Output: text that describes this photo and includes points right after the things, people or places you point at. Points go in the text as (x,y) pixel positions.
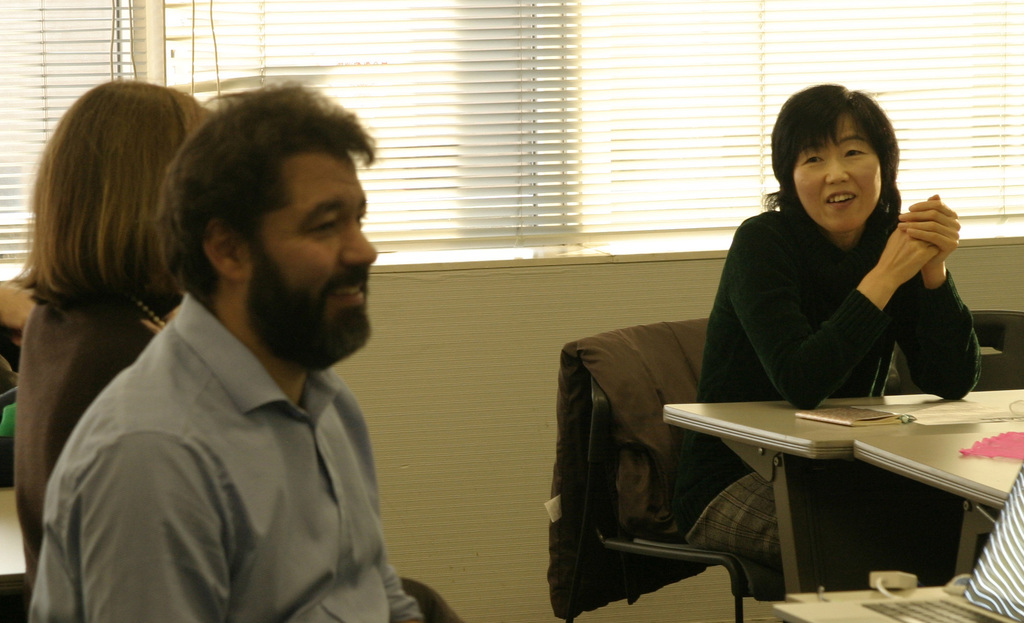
In this image I can see number of people (55,441) are sitting on chairs (698,381). I can also see few smile on their faces (857,213).
